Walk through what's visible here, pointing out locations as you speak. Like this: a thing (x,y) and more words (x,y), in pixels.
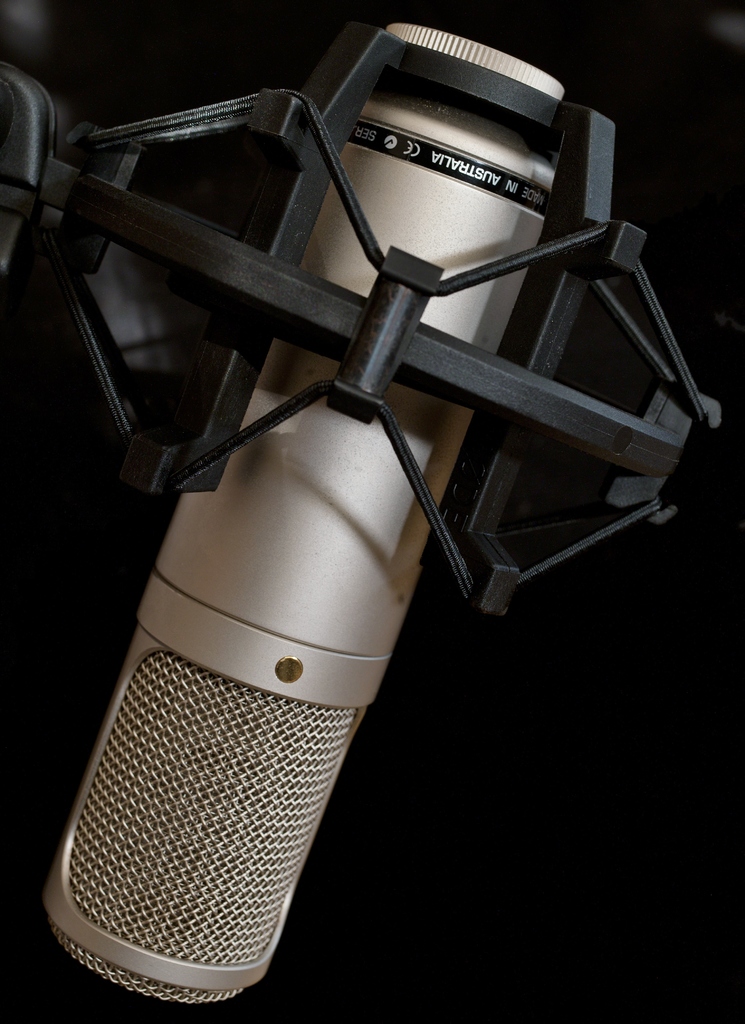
This is a picture of a mic (443,219). The mic (247,614) is in silver color. There is a stand (79,173) holding the mic (316,565).
